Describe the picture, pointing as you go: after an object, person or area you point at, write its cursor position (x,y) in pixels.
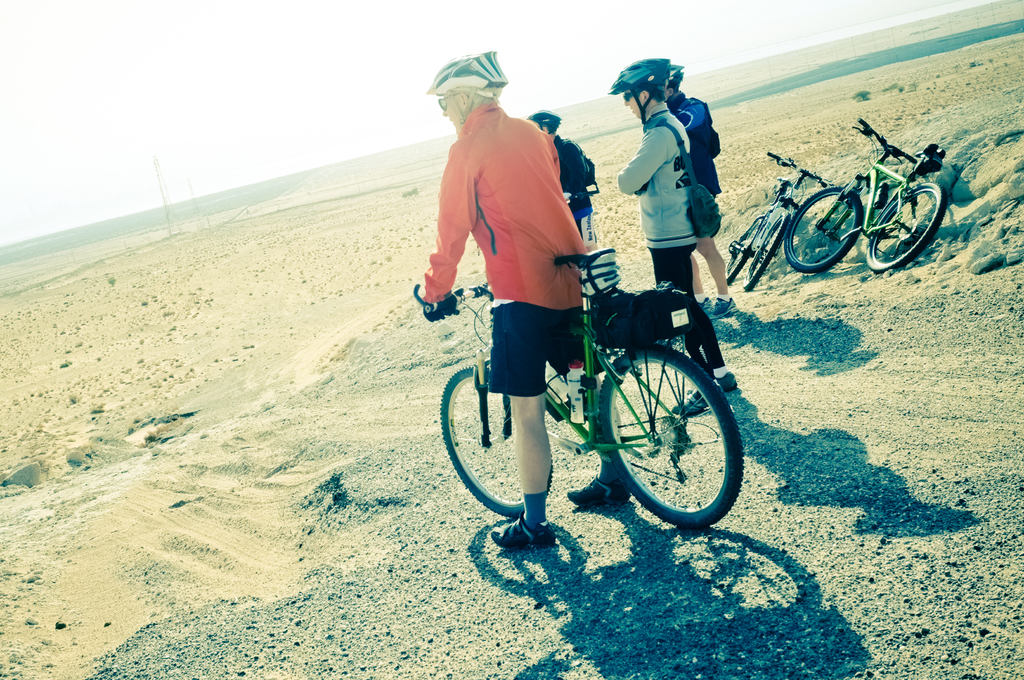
a person (500,377) is standing holding a green bicycle (620,415) and wearing a helmet (467,74). behind him there are 3 more people (665,197) standing. behind them at the right (825,236) there are 2 more bicycles (819,258). they are standing in the sand (390,516). the person (495,357) at the front (521,215) is wearing a orange shirt (521,277) and a black short (518,367).
